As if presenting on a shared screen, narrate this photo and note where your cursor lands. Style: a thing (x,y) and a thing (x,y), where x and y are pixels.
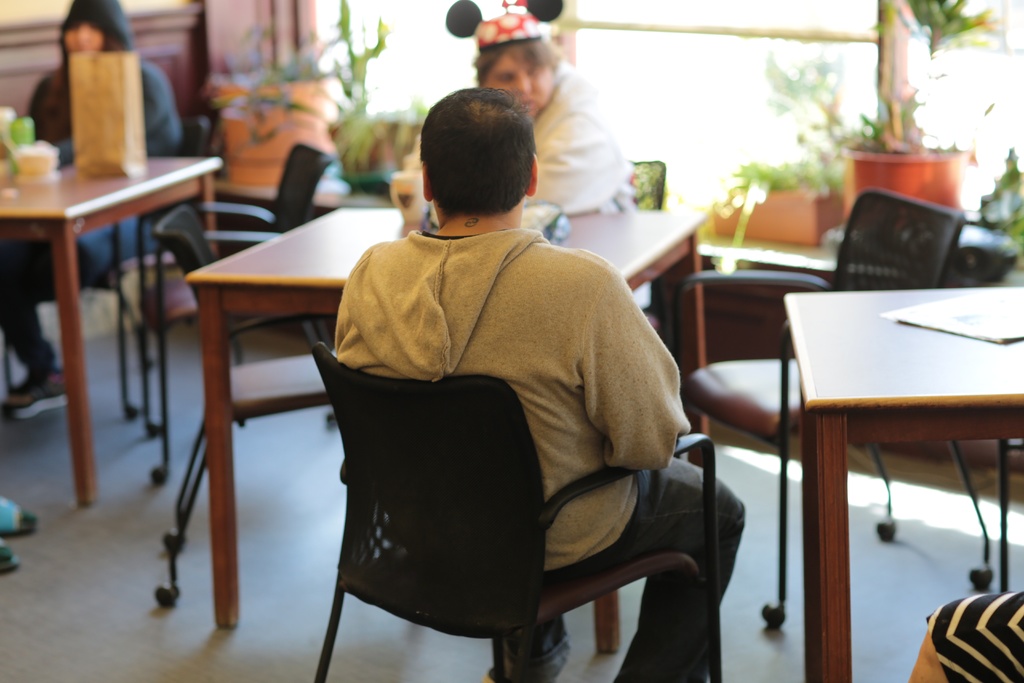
There are three persons (408,359) sitting on chairs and we can see some objects (106,57) on tables (797,303) and we can see chairs (643,163) and floor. On the background (836,151) we can see house plants (999,197).
